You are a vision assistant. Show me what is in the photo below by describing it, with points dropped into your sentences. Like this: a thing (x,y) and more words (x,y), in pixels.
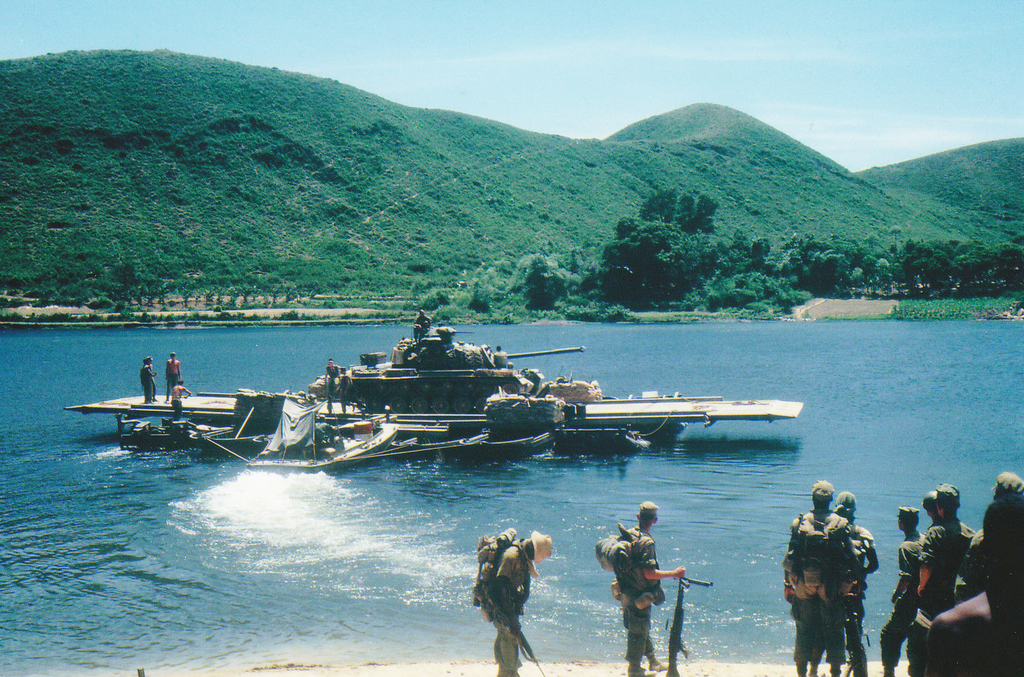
At the bottom of the image (830,608) there are few people (853,589) standing. There are people (659,597) with caps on their heads (954,497) and holding guns (683,624) in their hands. In front of them there is water (555,527). On the water (546,462) there is a boat (442,419). On the boat (408,413) there is a war tanker (450,391) and there are few people (151,386). In the background (116,251) there are trees (801,243) and also there are hills (999,215). At the top of the image (803,82) there is sky (503,58).
